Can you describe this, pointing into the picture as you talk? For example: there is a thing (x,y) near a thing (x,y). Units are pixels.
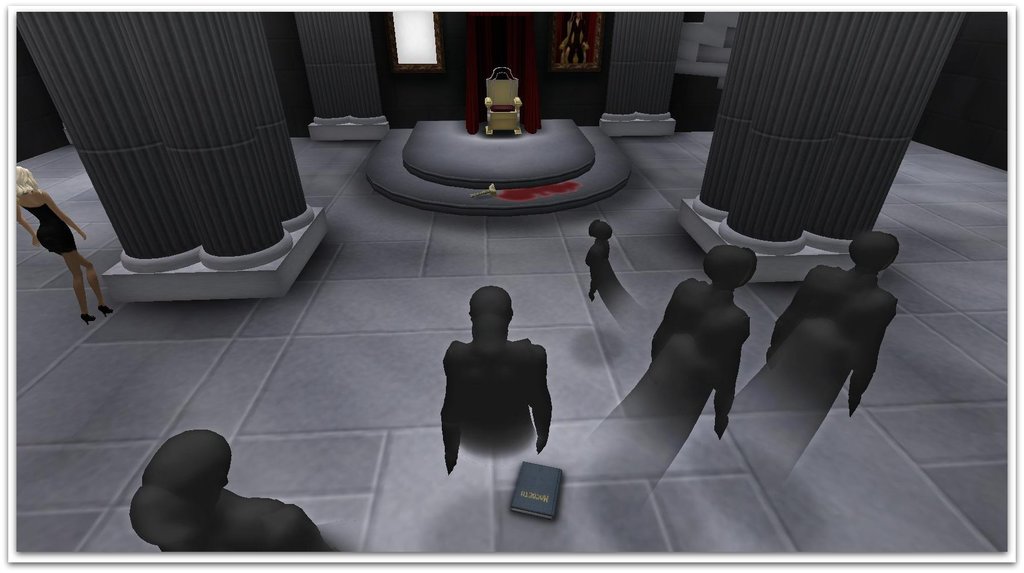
In this picture we can observe graphics. There are pillars (137,72) and a chair (510,99) which is in yellow color and the pillars (325,85) are in grey color. On the left side (66,245) there is a woman (73,256). We can observe some shadows (216,532) which are in black color.
